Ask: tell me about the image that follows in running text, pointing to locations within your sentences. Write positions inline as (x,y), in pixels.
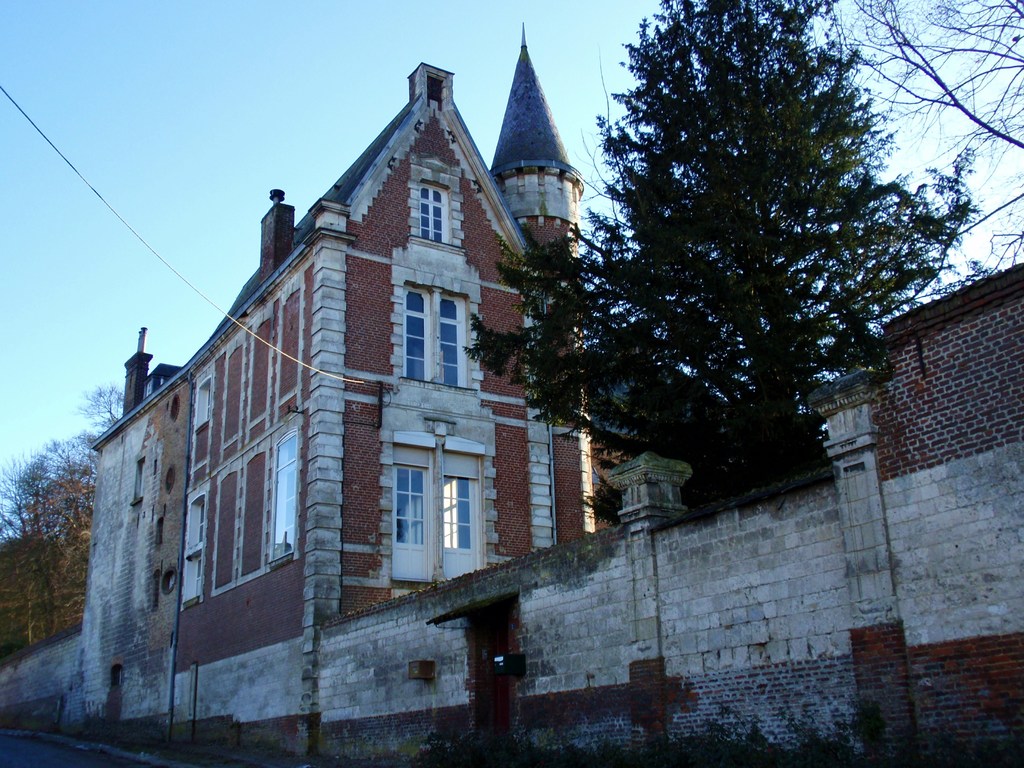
In this image I see the building (469,346) over here and I see the wall (544,591) and I see the trees (622,367) and a wire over here. In the background (200,200) I see the clear sky (269,134).
